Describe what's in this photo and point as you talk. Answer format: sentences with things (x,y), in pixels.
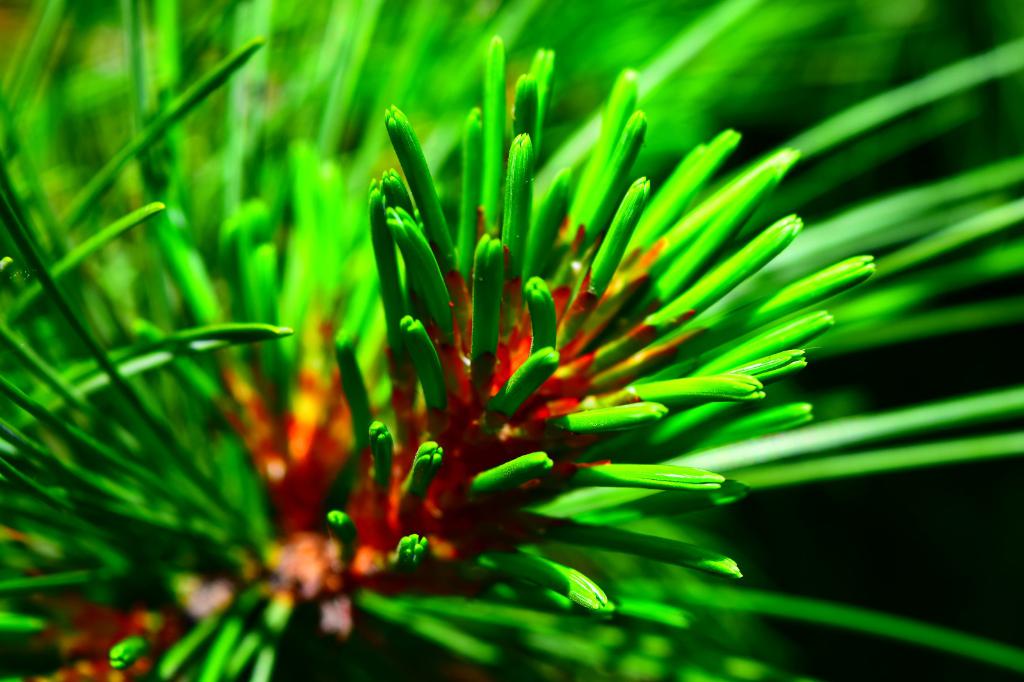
As we can see in the image there are plants (295,399) and red color parts (337,453).
